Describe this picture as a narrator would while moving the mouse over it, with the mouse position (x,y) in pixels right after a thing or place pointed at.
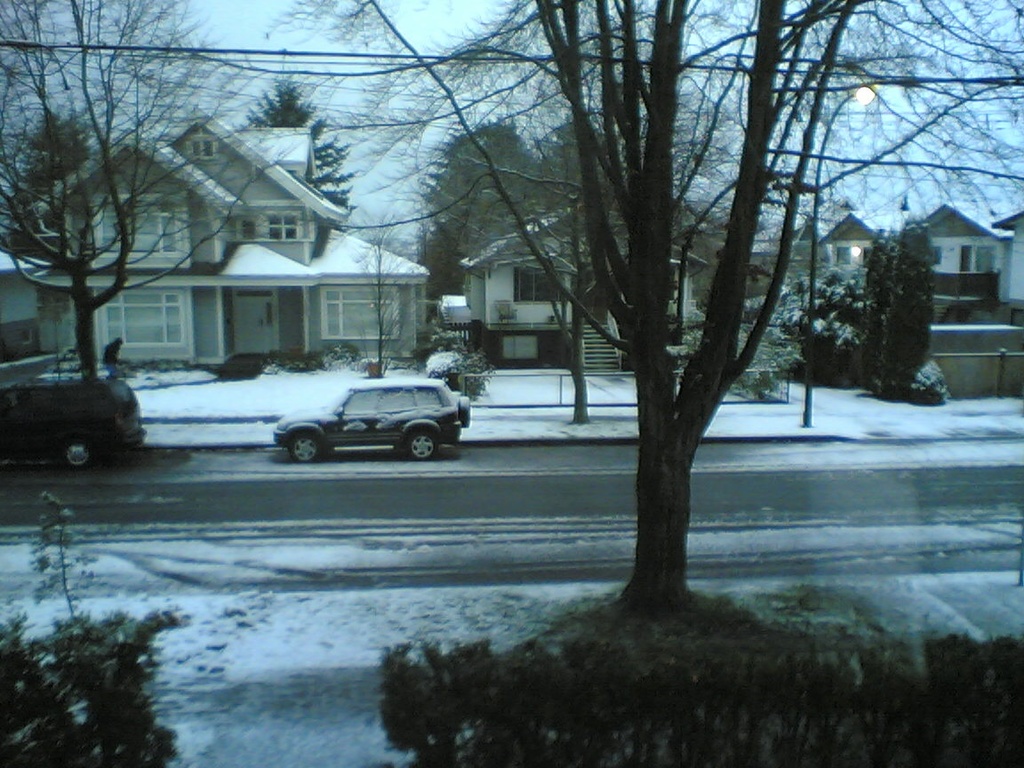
In this image, we can see few houses (560,297), trees (788,252), plants (932,378), stairs (591,353), street light (818,260), snow (542,427) and wires (781,150). Here we can see vehicles (67,449) on the road (385,492). At the bottom (69,564), we can see plants (661,712). Background (782,131) there is the sky (590,9). On the left side of the image (113,343), we can see a human (114,356).
